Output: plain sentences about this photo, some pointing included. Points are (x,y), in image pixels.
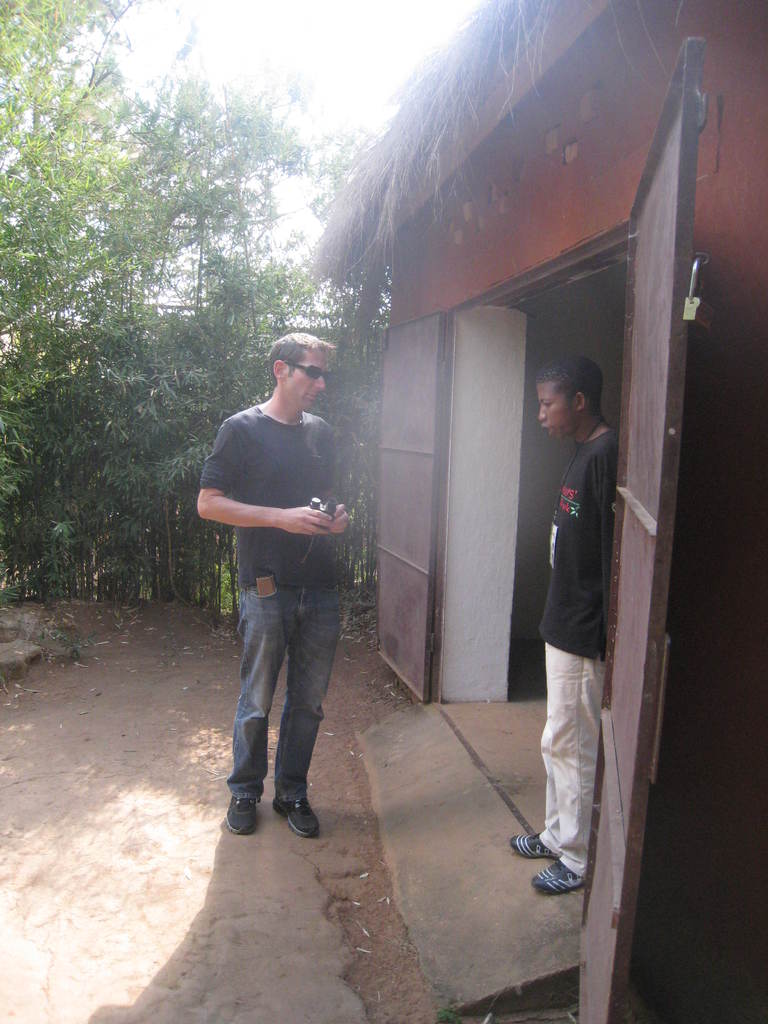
This image consists of trees (114,302) on the left side (74,419). There are two persons (235,455) in the middle (266,676). There is door (647,183) on the right side (634,548). There is sky (360,101) at the top (328,42).
